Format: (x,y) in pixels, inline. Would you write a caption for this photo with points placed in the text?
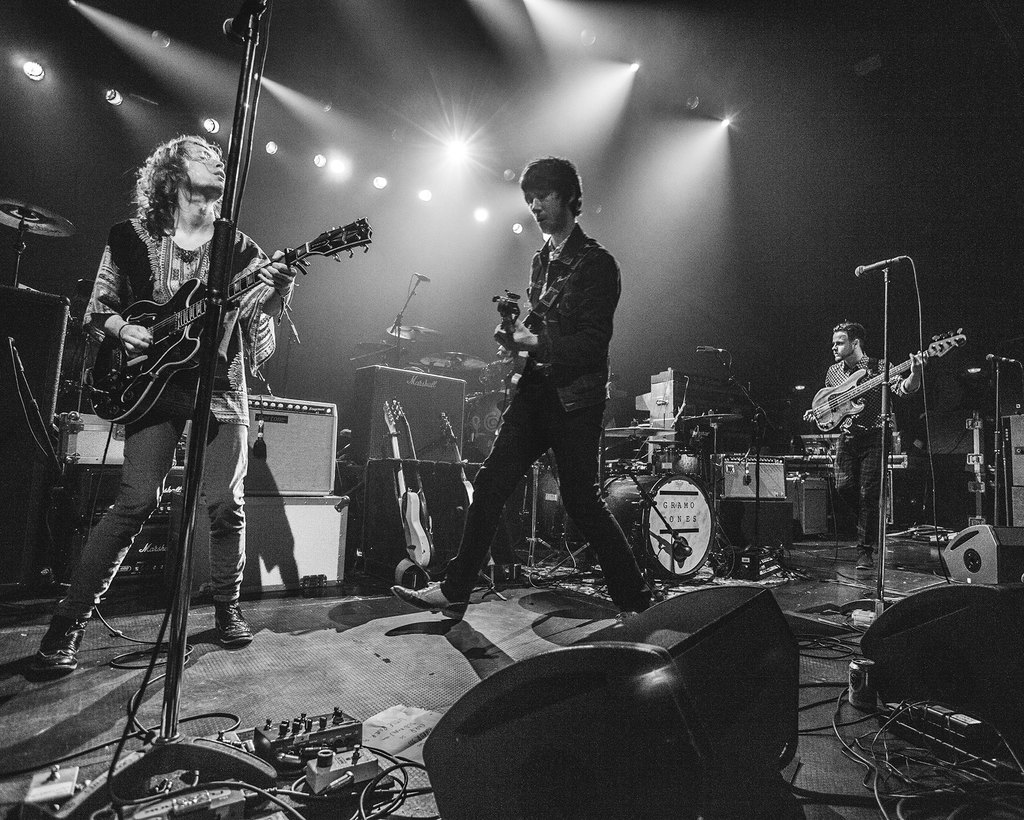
There are three persons (235,268) who are playing musical instruments (244,284) and at the background (132,132) there are lights (274,91) and black color.
